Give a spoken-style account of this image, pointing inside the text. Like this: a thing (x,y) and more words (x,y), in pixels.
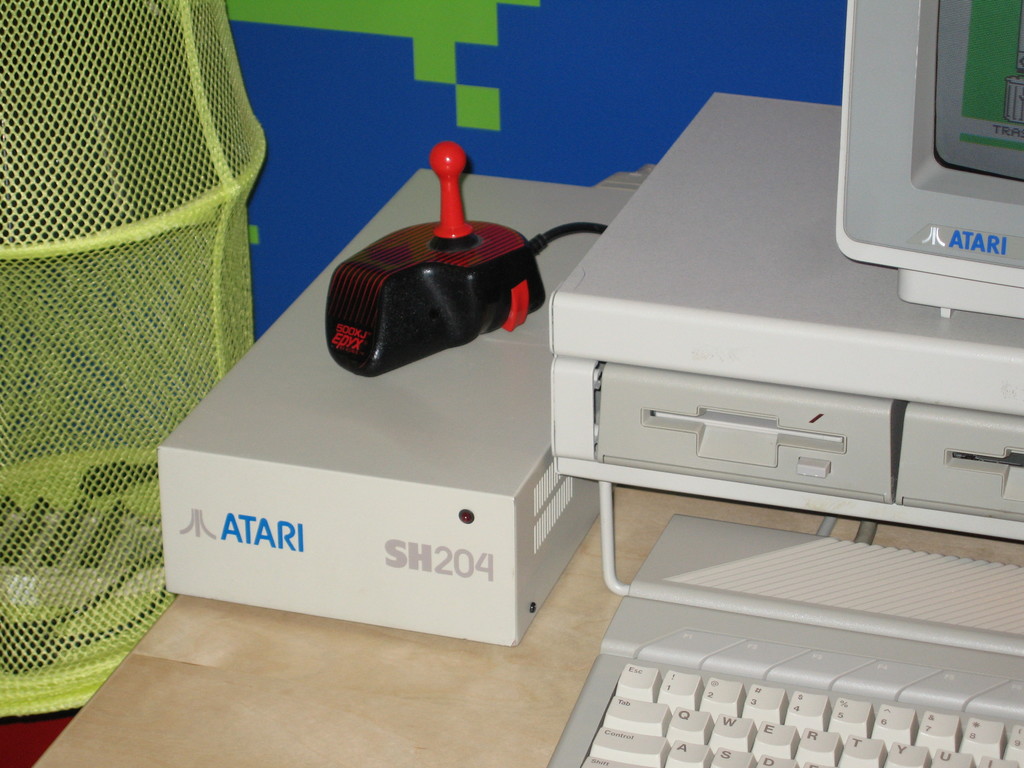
In this picture we can see a monitor screen (998,254), keyboard (804,671) and an electronic device (454,437) on the table (379,705). At the left side of the picture (171,351) we can see a mesh (142,296) in green colour.
